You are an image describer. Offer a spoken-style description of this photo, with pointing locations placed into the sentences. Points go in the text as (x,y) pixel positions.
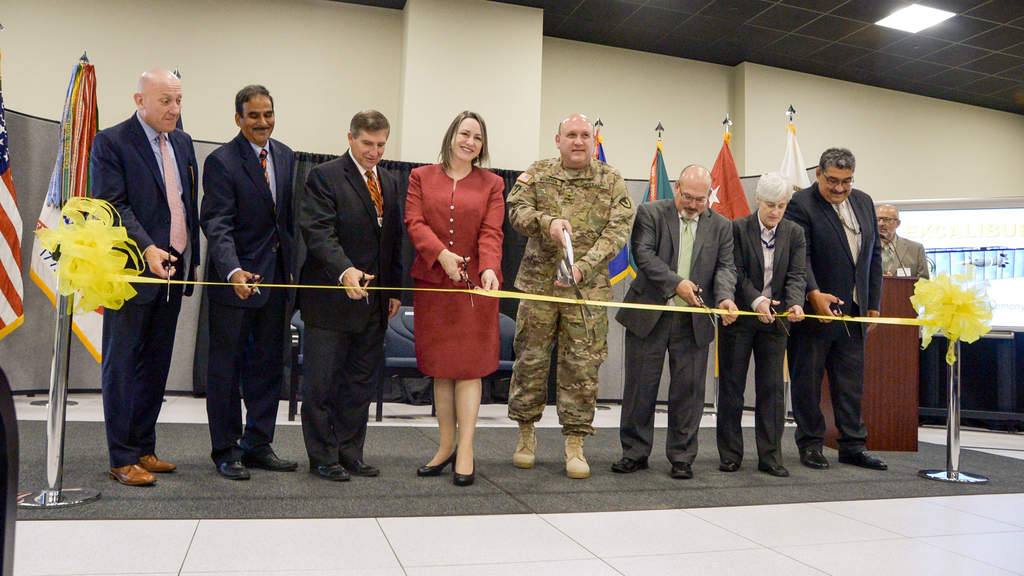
In this image we can see persons (734,314), scissors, ribbon (126,283), poles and other objects (1012,397). In the background of the image (560,86) there is a wall (491,79), flags (12,243), chairs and other object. On the right side (762,49) top of the image (807,59) there is the ceiling (822,37) and light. At the bottom of the image (370,508) there is the floor (542,529). On the left side of the image (12,522) there is an object (6,539).
